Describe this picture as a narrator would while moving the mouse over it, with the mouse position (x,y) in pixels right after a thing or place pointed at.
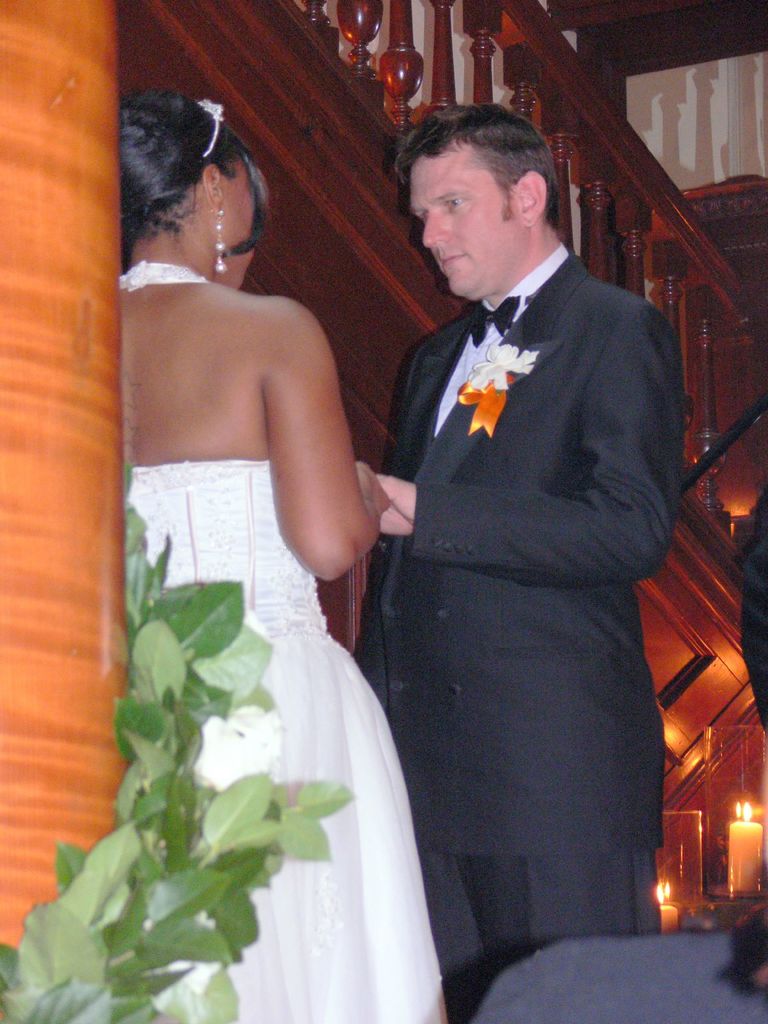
In this image I can see two person (483,232) standing. The woman (382,995) is wearing white dress (285,713) and man (504,455) is wearing black color dress (609,583). Back Side I can see stairs (691,382) and candle (742,858). In front (85,985) I can see green leaves (159,811).
